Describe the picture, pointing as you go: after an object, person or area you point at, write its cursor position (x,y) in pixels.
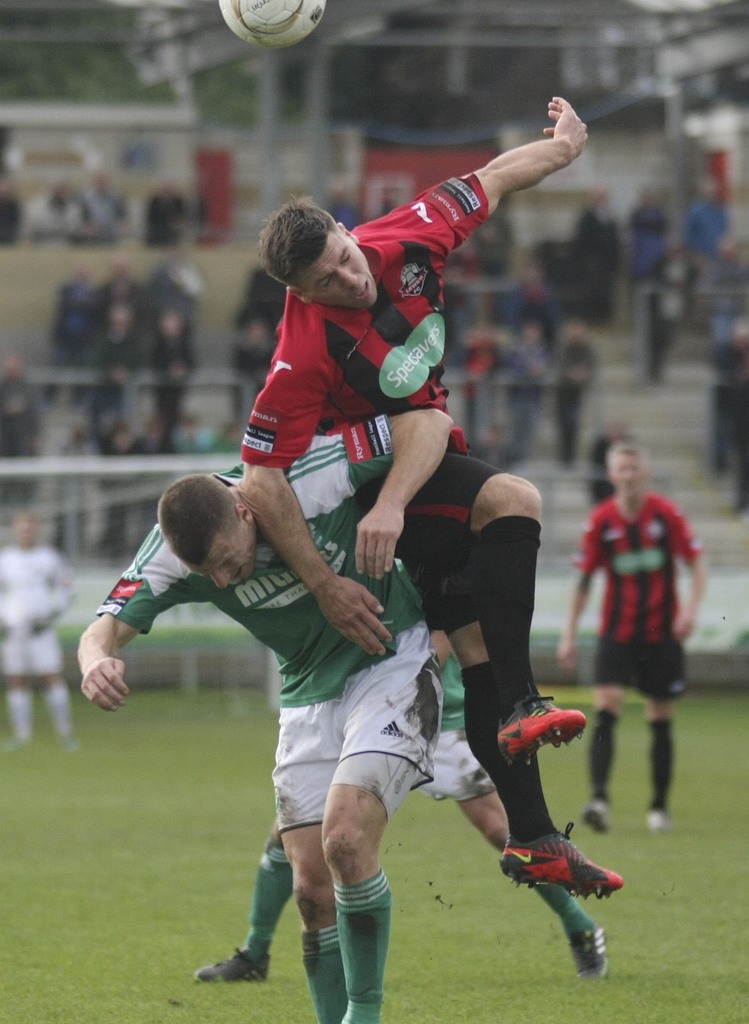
In this image I can see few persons (328,681) wearing green and white colored jersey (328,681) and few persons (356,364) wearing red and black colored jersey (376,368) are playing on the ground (476,858). In the background (9,414) I can see few persons (660,250) standing, few trees (196,46) and few other blurry objects (61,452).
